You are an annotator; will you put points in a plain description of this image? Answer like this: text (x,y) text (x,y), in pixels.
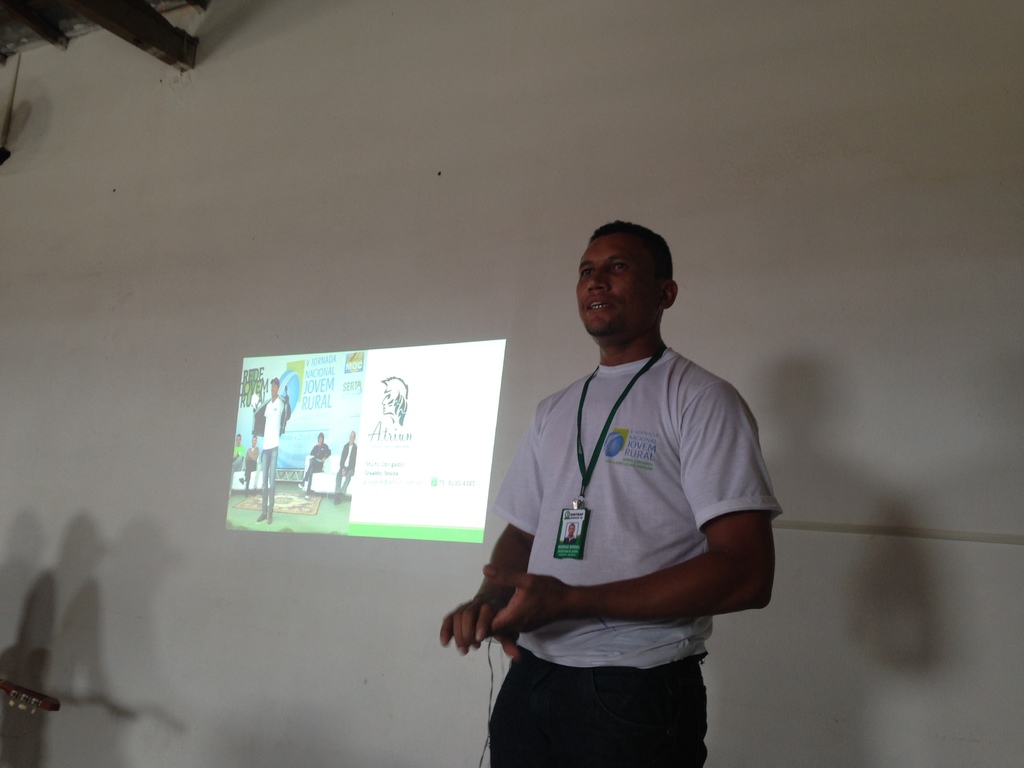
In this picture there is a man (592,627) who is wearing white t-shirt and black trouser (670,688). He is standing near to the projector screen (438,498). In the top left corner (140,26) I can see the woods (58,38). In the projector screen (272,435) I can see some people (321,442) who are sitting on the couch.
